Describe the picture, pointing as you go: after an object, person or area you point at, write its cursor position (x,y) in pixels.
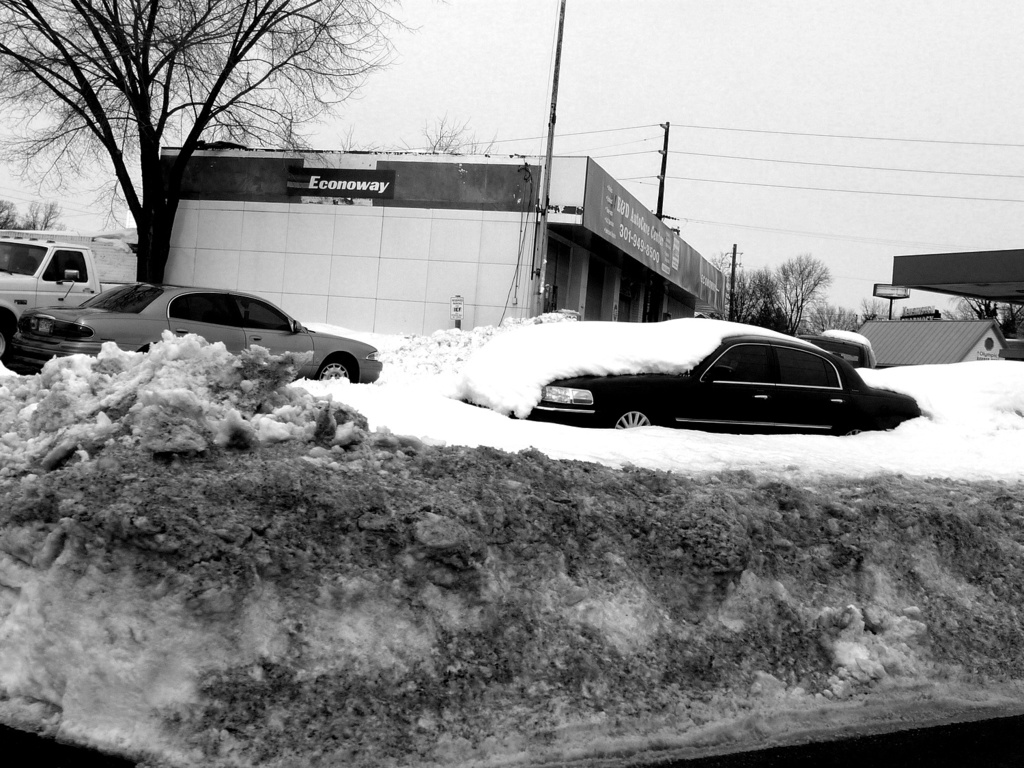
This is a black and white picture, in the back (110,294) there are few cars (89,304) covered with snow (527,349) with buildings (714,287) and trees (146,52) behind it and above its sky (647,69).
